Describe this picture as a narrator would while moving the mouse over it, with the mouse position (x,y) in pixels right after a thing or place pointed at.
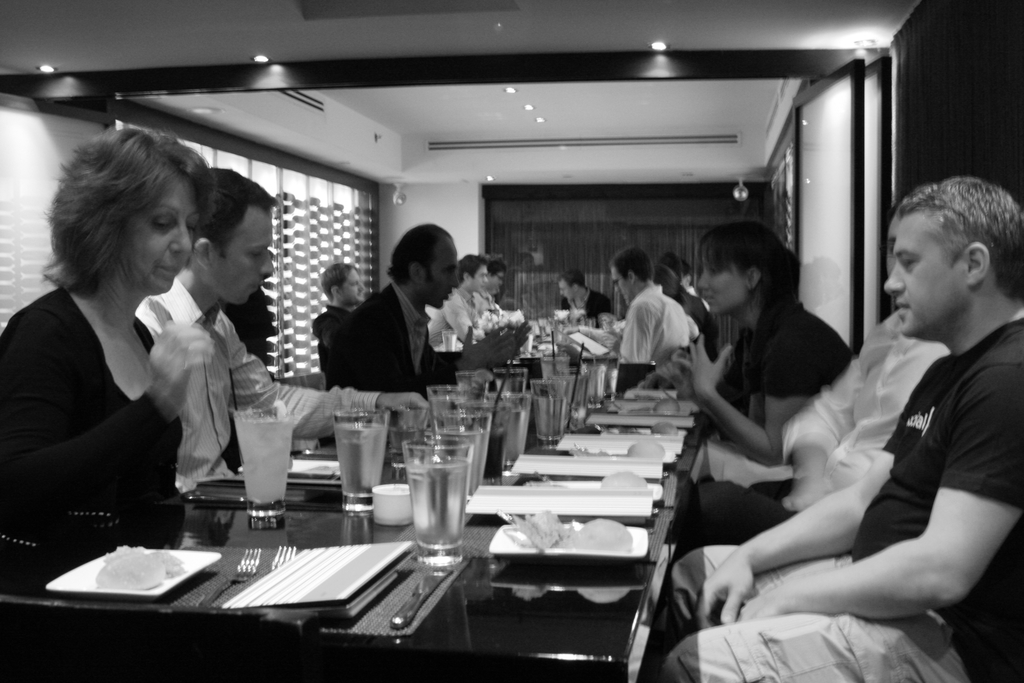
This is a black and white image. This image is clicked in a restaurant (627,427). There is a big table (494,573) and on the table (392,540) there are glasses (504,456), forks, knives (431,585), spoons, plate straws (235,403) and people (309,411) are sitting around that table (668,426). lights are on the top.
